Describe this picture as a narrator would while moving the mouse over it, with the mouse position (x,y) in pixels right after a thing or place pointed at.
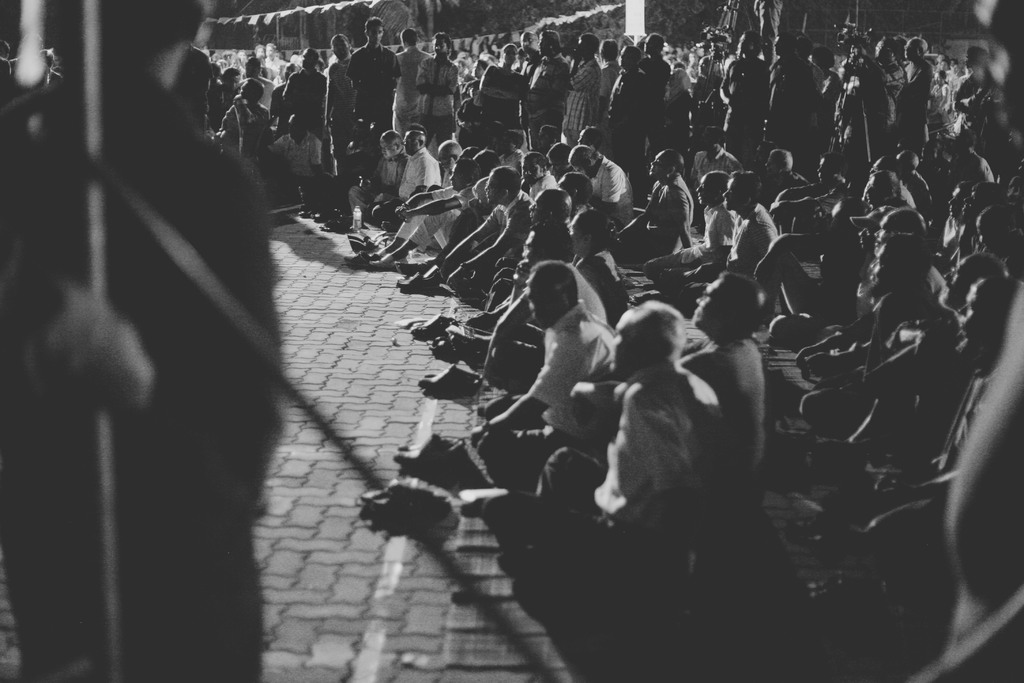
This is a black and white image. In this image I can see many people (506,338) are sitting on the floor (388,280) and few (353,121) are standing and looking at the left side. On the left side (65,427), I can see a person (198,389) standing and also there is a metal rod (98,233).
